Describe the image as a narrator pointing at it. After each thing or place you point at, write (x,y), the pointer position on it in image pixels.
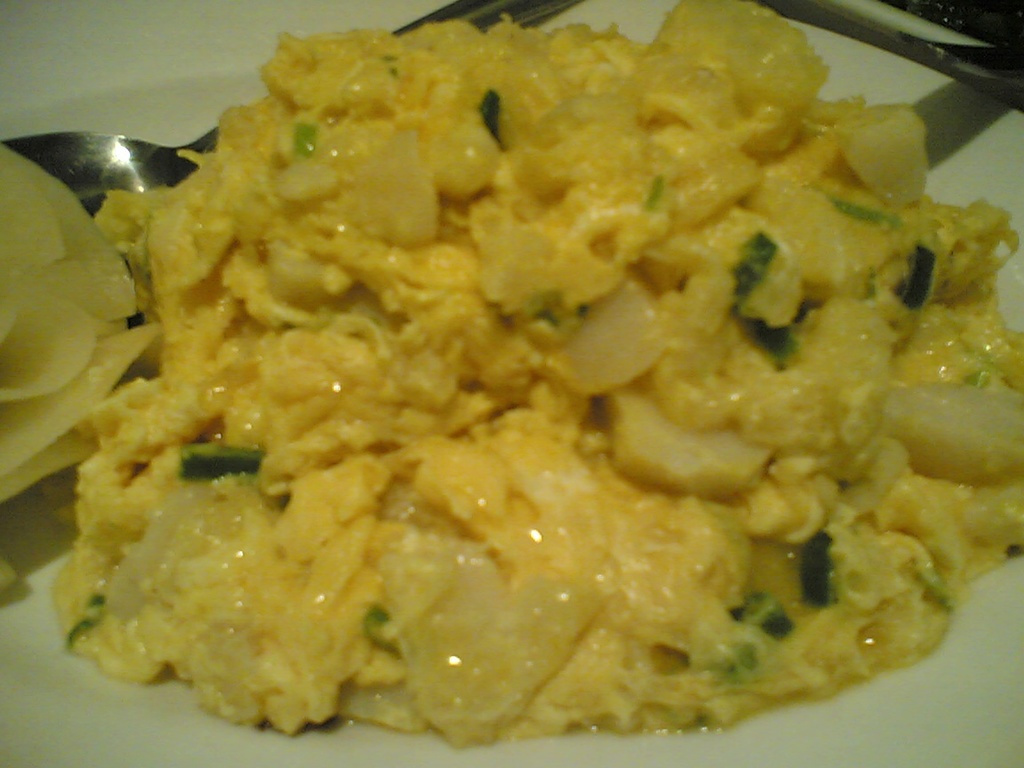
In this image we can see scrambled egg (304,242), cutlery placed in a plate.
